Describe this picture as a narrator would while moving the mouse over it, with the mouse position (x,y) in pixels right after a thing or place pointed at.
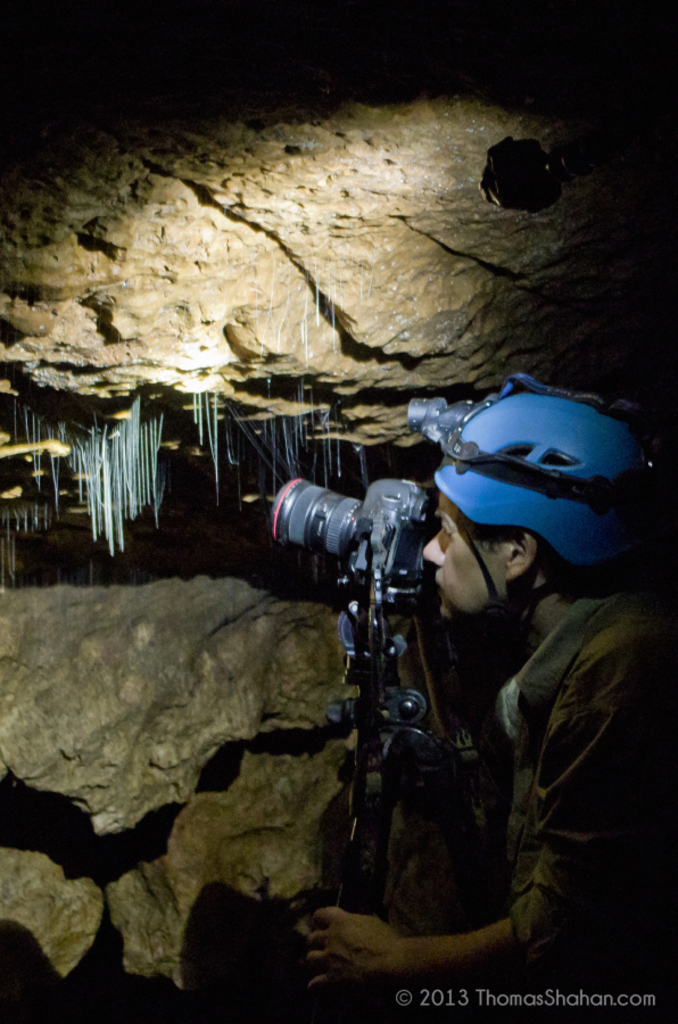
This picture is taken in the dark where we can see a person (497,707) wearing a helmet (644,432) is standing in front of the camera (416,498) which is fixed to the tripod stand (360,861). Here we can see the rocks (269,233) and here we can see the watermark (614,1000) on the bottom right side of the image (504,1003).
